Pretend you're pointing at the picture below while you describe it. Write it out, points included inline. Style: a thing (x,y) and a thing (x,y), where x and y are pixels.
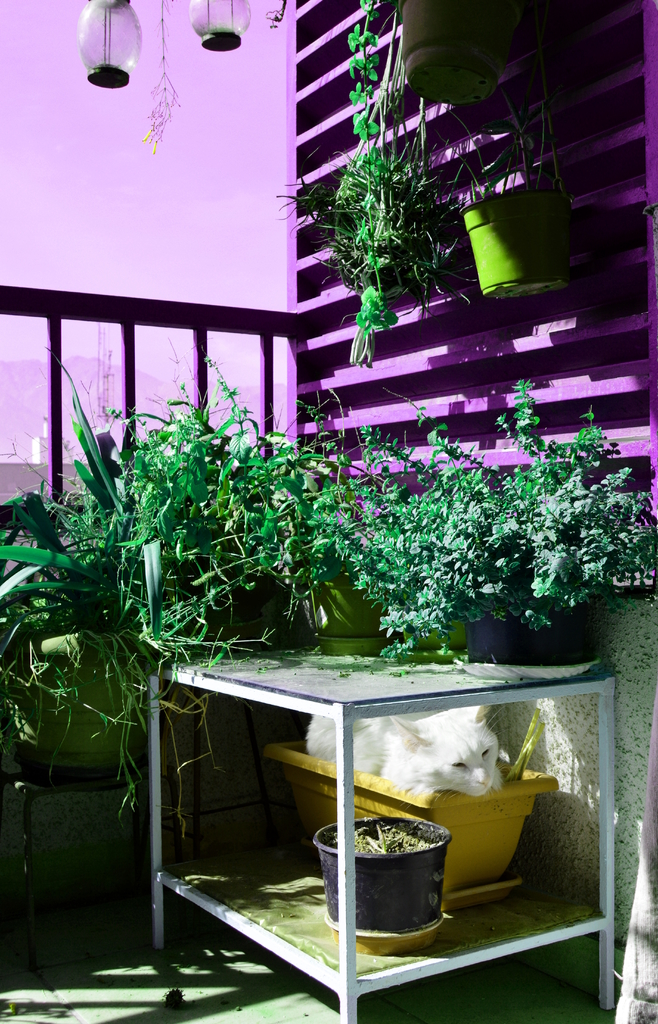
In this image there is a table (604,812) having pots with the plates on it. There is a cat (330,733) under the table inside a pot (398,798). There are few pots (79,711) with plants (248,469) beside the table (429,705). There is a fence (201,403) behind it. There are two pots (485,267) hanged to the wall (504,342). At the left side (204,3) there are two lamps (214,2) at the top of the image (236,7).
